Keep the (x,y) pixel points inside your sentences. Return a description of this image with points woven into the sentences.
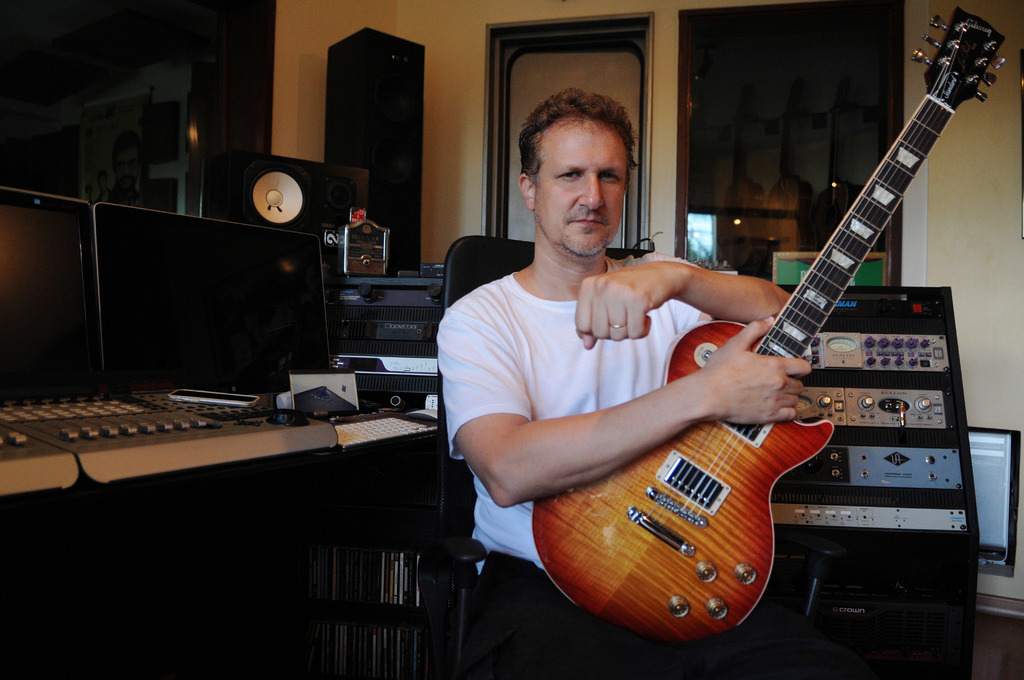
In this picture we can see man (526,361) holding guitar (619,539) in his hand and in background (15,229) we can see screens (240,253), speakers (339,219), door (510,169), some machine (830,318), window (175,77).
